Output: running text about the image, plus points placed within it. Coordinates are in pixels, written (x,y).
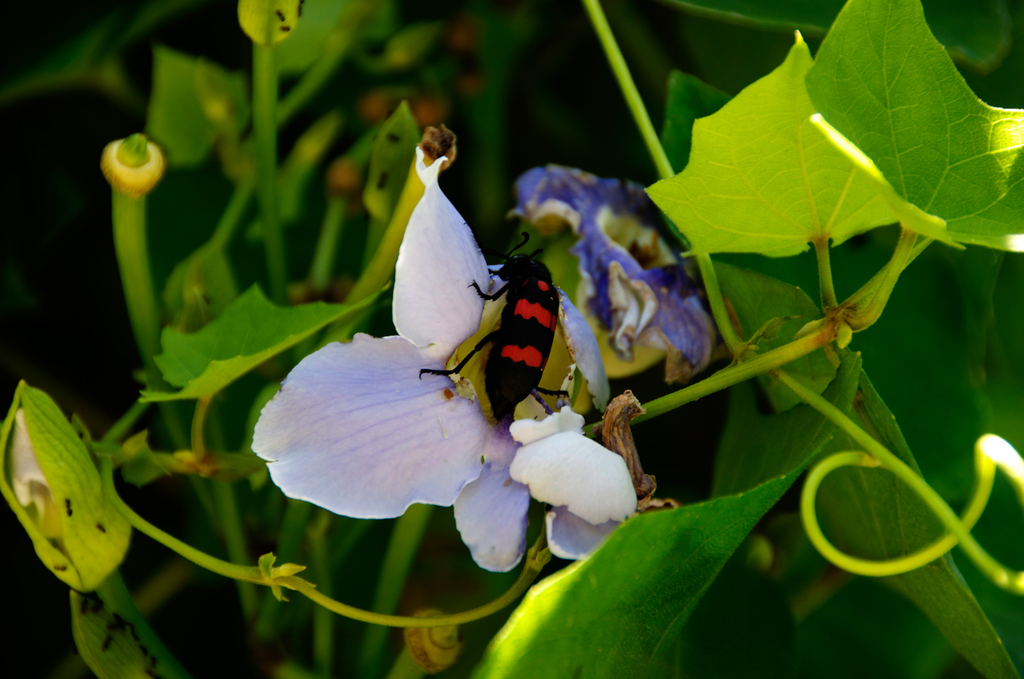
In this picture there is a beetle (556,321) in the center of the image (519,394), on the flower (581,356) and there are plants (489,172) in the background area of the image (481,158).
